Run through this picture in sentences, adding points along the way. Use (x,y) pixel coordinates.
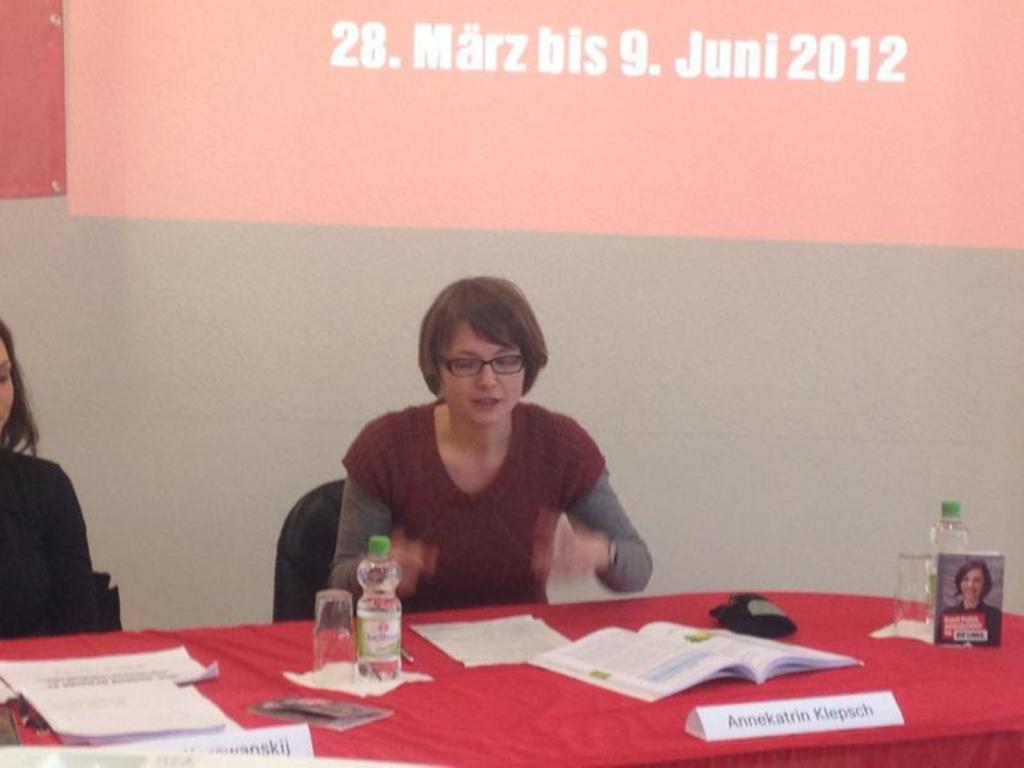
In this image there is a table (411,719), on that table (567,699) there are books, papers (508,617), bottles (388,628), glasses (916,557), behind the table (274,648) there are two women (75,581) sitting on chairs (319,570), in the background (97,126) there is a screen (627,216) on that screen (936,129) there is some text (458,39).
